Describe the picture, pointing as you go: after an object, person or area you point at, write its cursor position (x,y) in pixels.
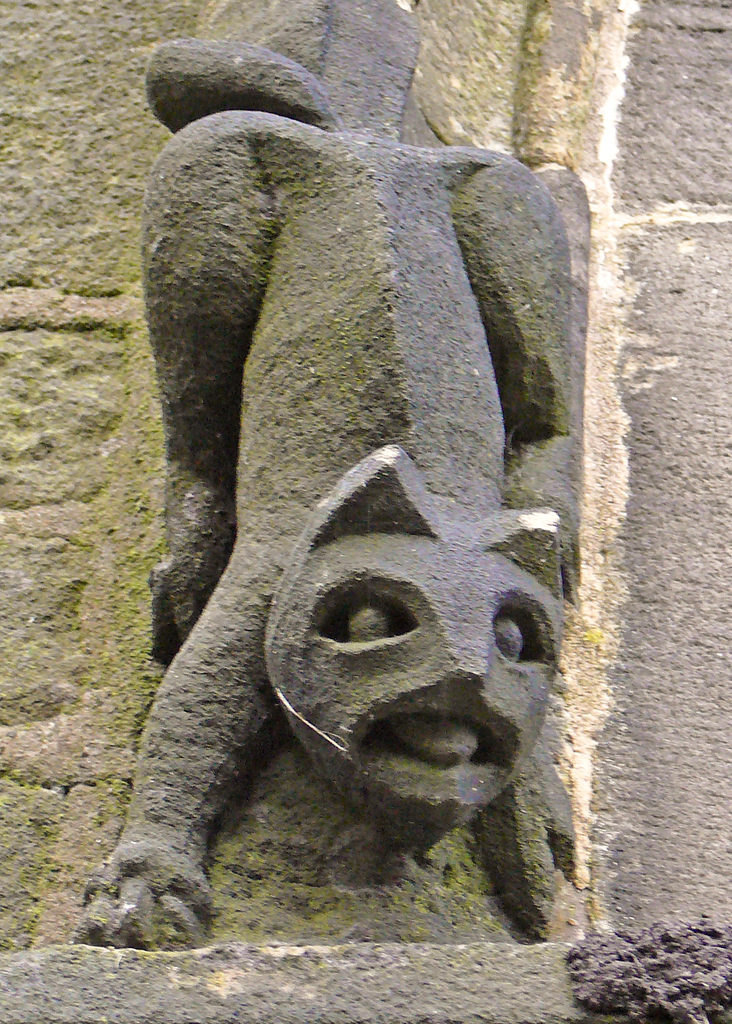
In this image I can see a sculpture of an animal (340,428). The background (18,117) seems to be a wall (665,679).
